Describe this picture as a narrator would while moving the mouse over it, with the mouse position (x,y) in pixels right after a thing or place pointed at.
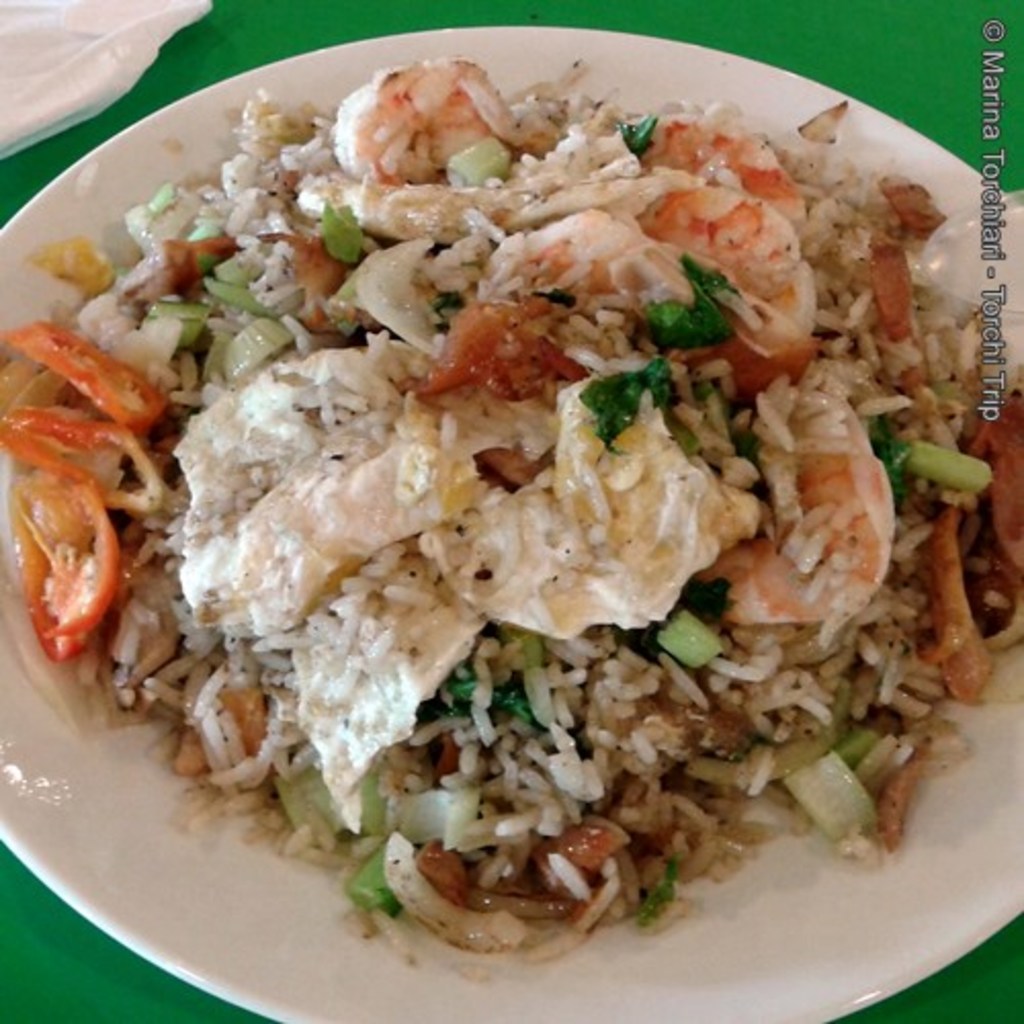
In this image we can see a plate (811,877) containing food (491,189) and spoon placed on the surface (1015,29). At the top of the image (49,118) we can see a cloth (69,49). On the right side of the image (1004,53) we can see some text (994,94).
